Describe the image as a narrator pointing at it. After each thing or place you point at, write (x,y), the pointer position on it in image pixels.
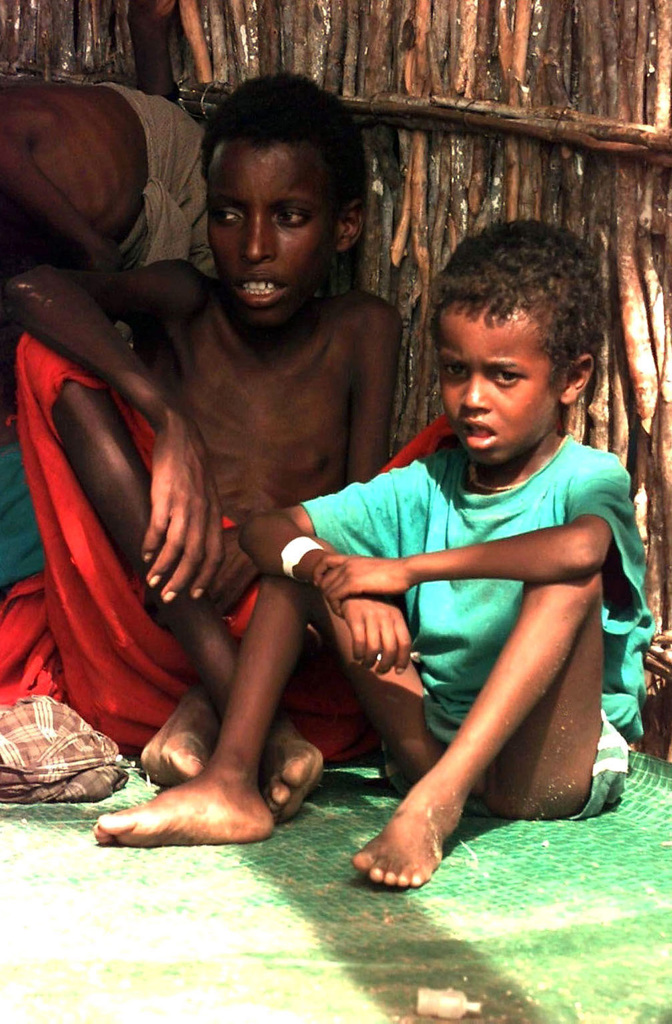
In this image there are some people (262,434) who are sitting, and at the bottom (627,1001) there is mat (40,1022) and clothes (108,729). In the background (378,73) there are some wooden poles (426,108).
